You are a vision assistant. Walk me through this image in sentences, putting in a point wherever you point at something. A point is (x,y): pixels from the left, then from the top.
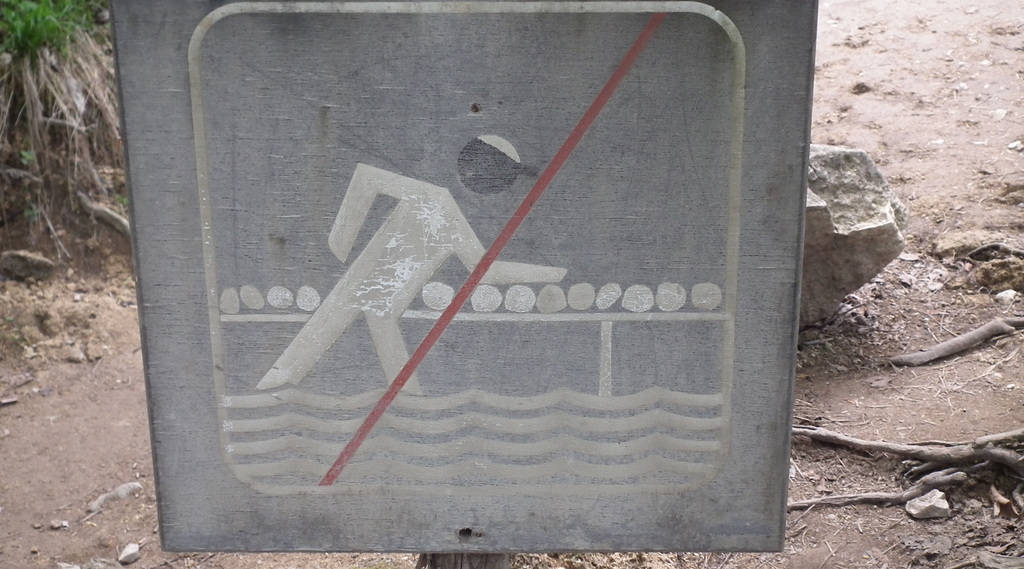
In this image I can see a caution board (655,277) of a person (325,342) entering into the water (639,465). Behind this there is the stone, on the left side (63,82) there are plants (61,99).
